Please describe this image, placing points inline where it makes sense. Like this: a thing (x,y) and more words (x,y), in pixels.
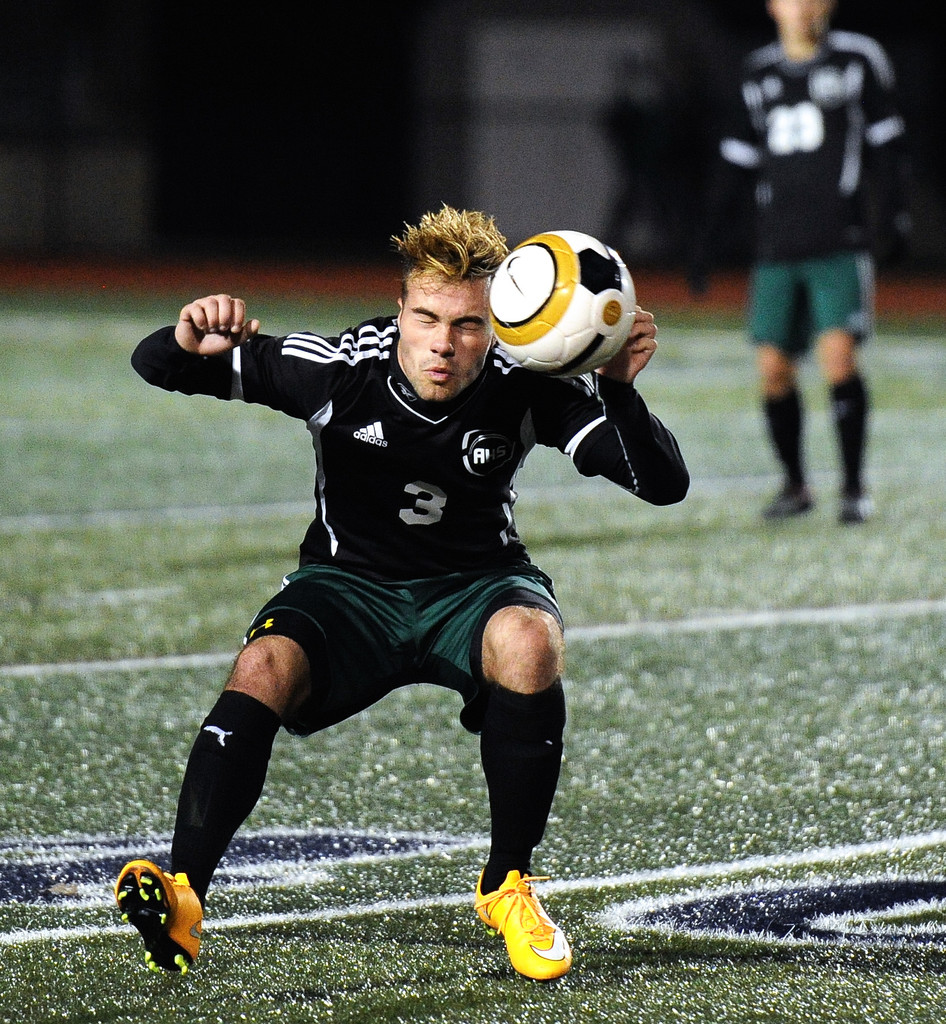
In this picture, we see a man (345,610) playing with a ball (512,341) which is white in color. He is wearing black color t-shirt (363,433) and green color short (333,600). He is even wearing shoes (178,923) which are yellow in color and socks (240,795) black in color. I think he is playing soccer and here, we see pitch (754,732) or the ground (734,787). This man (481,729) is in the front (379,671) and behind this man (393,369) we see the other man (868,256) watching the ball (517,330).
